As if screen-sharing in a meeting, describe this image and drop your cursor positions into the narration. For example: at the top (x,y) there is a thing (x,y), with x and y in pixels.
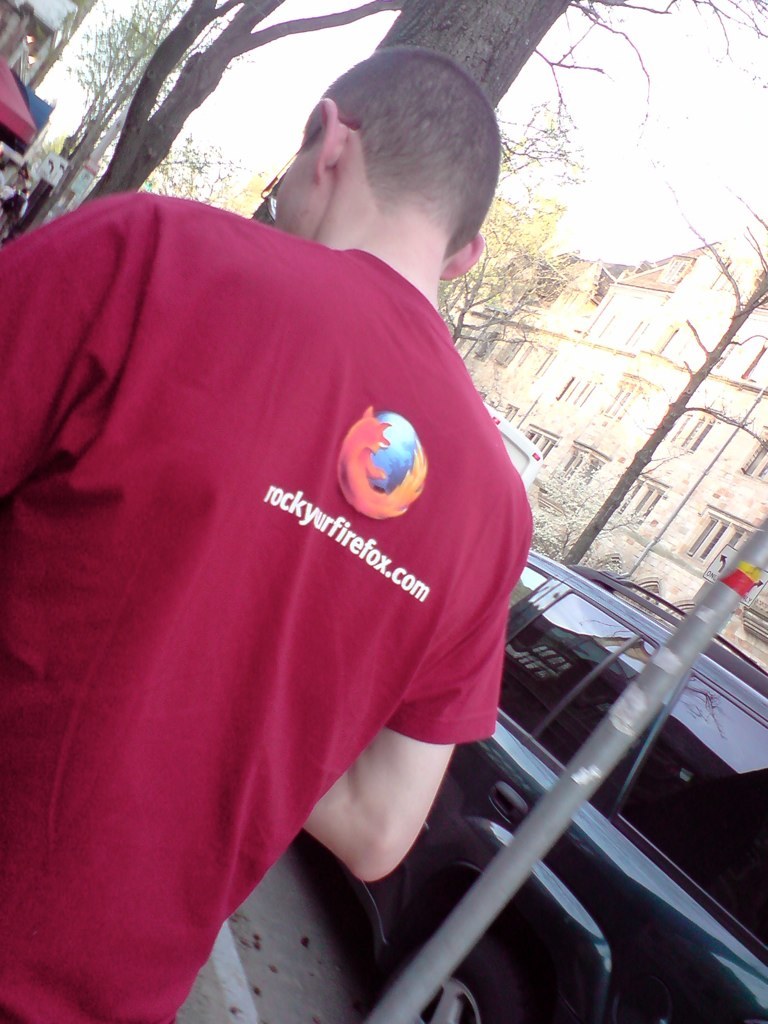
In this image in the front (258,583) there is a person (219,627) standing wearing a red colour t-shirt (206,617) and there is some text (305,521) written on the t-shirt (365,524). On the right side (644,787) there is a car (626,815) which is black in colour and in front of the car (509,813) there is a pole (585,777). In the background (191,162) there are trees (486,226), there is a building (610,382). On the left side (28,122) there are tents (29,121) and there is a white colour car (527,451) in the center (512,451).
